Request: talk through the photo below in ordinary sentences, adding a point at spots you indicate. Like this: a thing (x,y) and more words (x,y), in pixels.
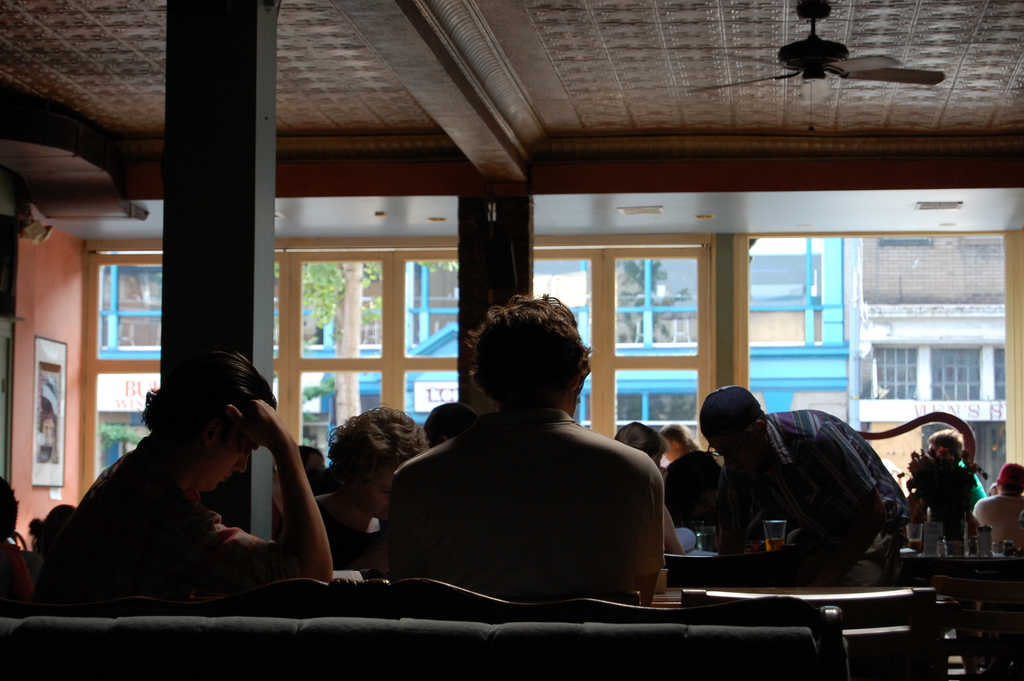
In this picture we can see few persons (292,564) sitting on the chairs (741,651) in front of a table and we can see few glasses (778,548) on the tables (914,559). This is a flower vase (946,486). On the background (589,280) we can see a glass windows (905,322) through which outside view is visible and we can see buildings (682,282) over there. This is a fan (912,80) over the ceiling (671,69).
